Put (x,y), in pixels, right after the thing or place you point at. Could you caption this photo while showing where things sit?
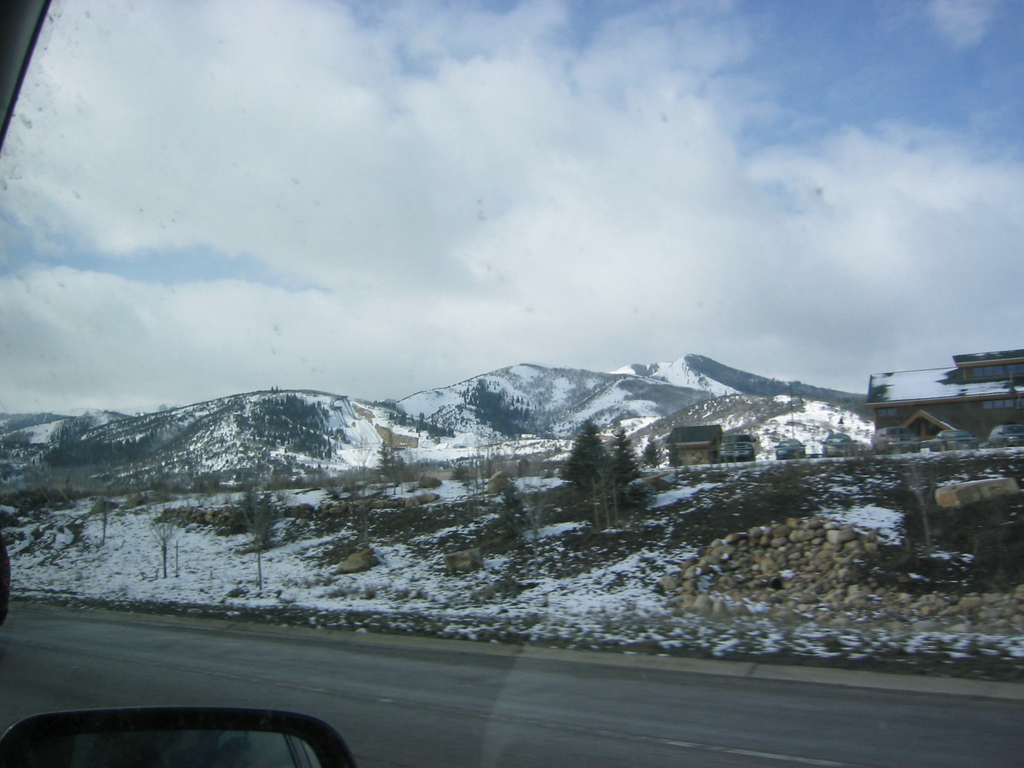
In the picture we can see from a car (198,762) outside with roads (563,719), snow surface (59,569), plants (973,521), trees (587,435), and hills (271,461) with snow (490,444) on it and behind it we can see a sky (516,197) with clouds (678,190).
